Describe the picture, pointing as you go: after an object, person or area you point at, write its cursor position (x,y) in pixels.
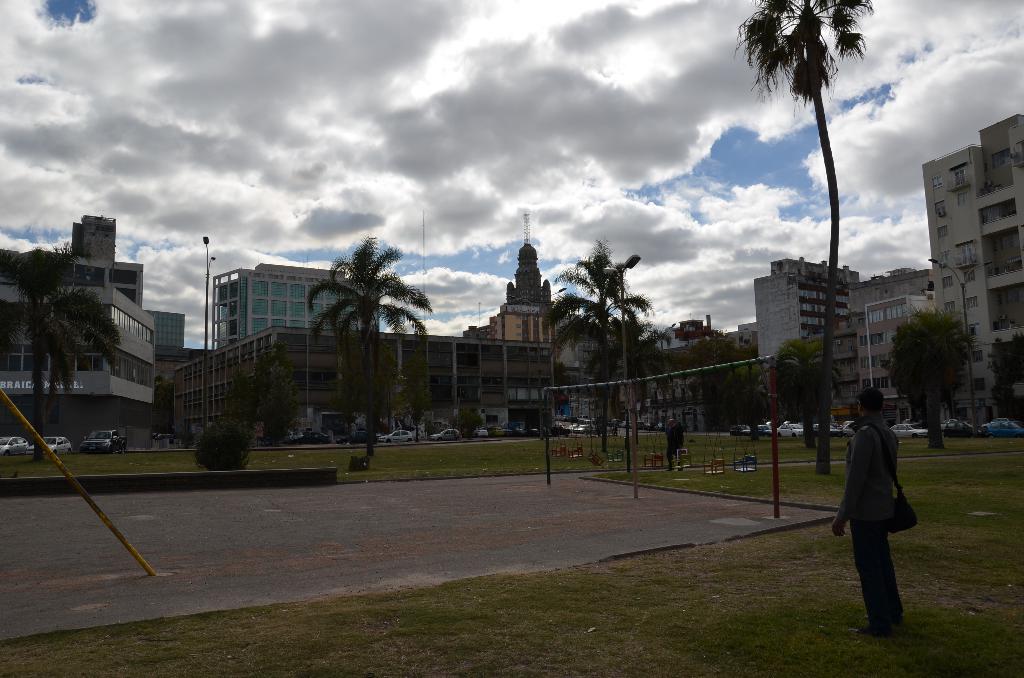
On the right side of the image (881,487) we can see a man (881,487) is standing and carrying a bag (887,446) and also we can see the mesh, swings (775,412). In the background of the image (443,425) we can see the buildings (296,359), trees (266,362), poles (624,348), lights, tower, vehicles (898,430), road (375,443), grass (12,467), bushes (462,428), ground (447,454), rod (51,450). At the bottom of the image (497,573) we can see the ground (521,642). At the top of the image (687,147) we can see the clouds (465,97) are present in the sky (390,132).
